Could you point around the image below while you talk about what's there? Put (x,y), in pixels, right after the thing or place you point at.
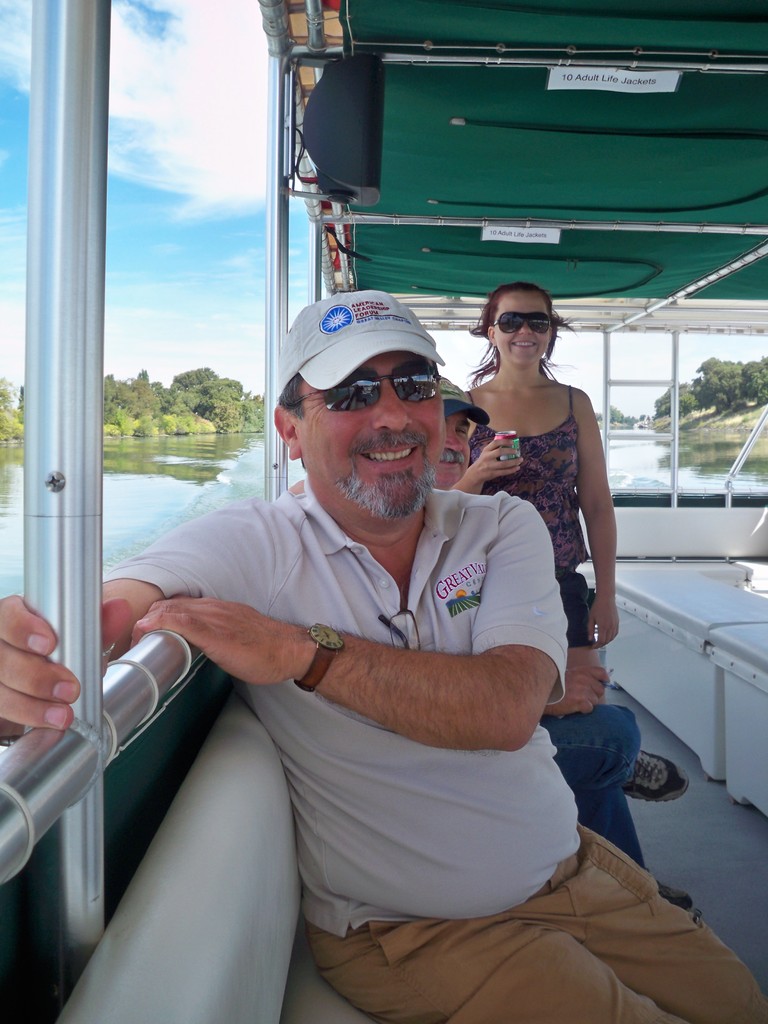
In this image I can see some people (410,584). In the background (213,490), I can see the water (166,489), trees (171,429) and clouds (237,121) in the sky (173,233).
